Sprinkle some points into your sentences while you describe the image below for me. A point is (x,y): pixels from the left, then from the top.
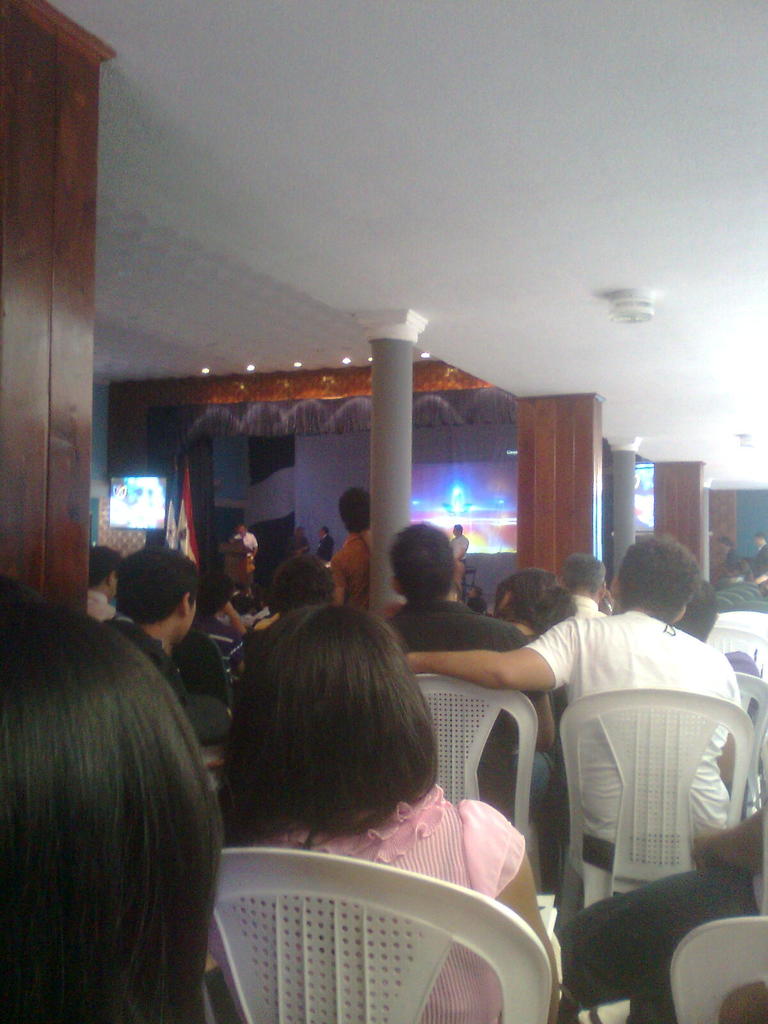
There are many people (65,733) sitting in the chairs (648,773). There are men (192,619) and women (362,847) in this hall (497,571). In the background (426,488) there is a projector display screen (464,498), pillars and a curtain (325,417) here.
